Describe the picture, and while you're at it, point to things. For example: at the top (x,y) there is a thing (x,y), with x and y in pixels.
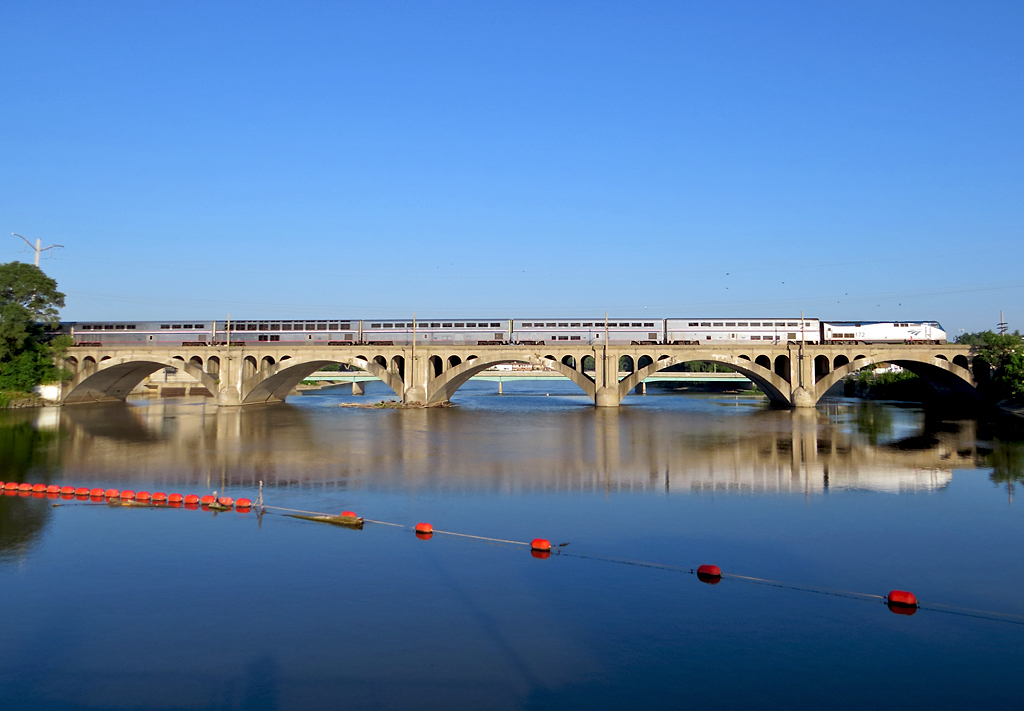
In this picture we can see red color objects (124,492) with rope (918,602) above the water (485,502). In the background of the image (312,321) we can see train (296,343) on the bridge (286,346), trees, poles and sky (638,129) in blue color.
